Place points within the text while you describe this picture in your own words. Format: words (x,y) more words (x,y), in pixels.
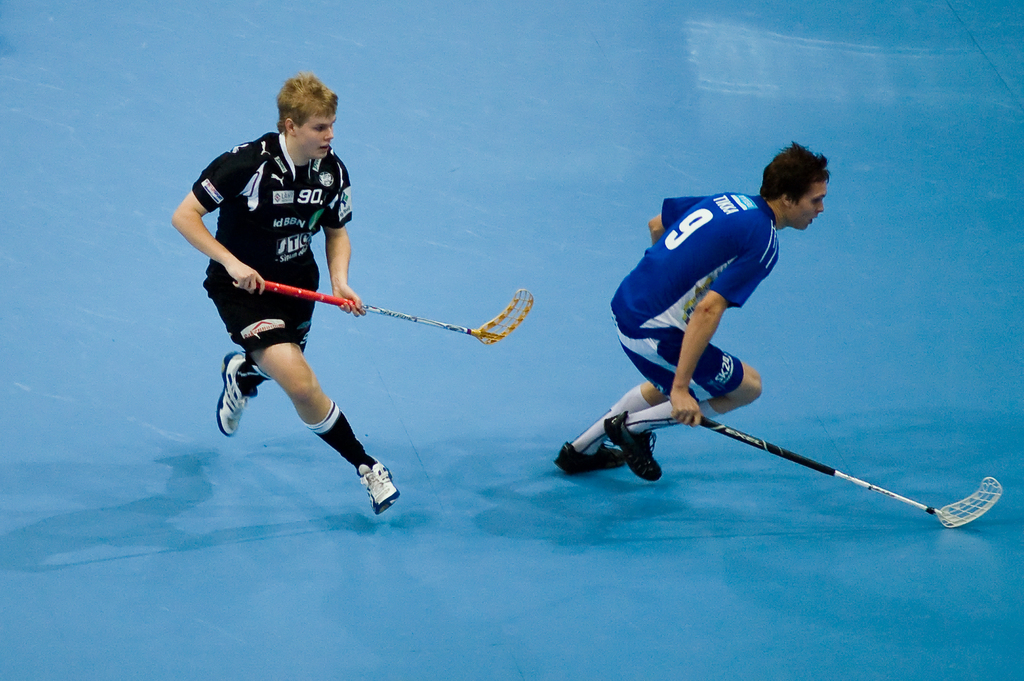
Here I can see two men (288,249) wearing t-shirts (279,233), shorts (258,295), holding bats (508,322) in their hands (343,290) and playing a game on the floor (506,595).
